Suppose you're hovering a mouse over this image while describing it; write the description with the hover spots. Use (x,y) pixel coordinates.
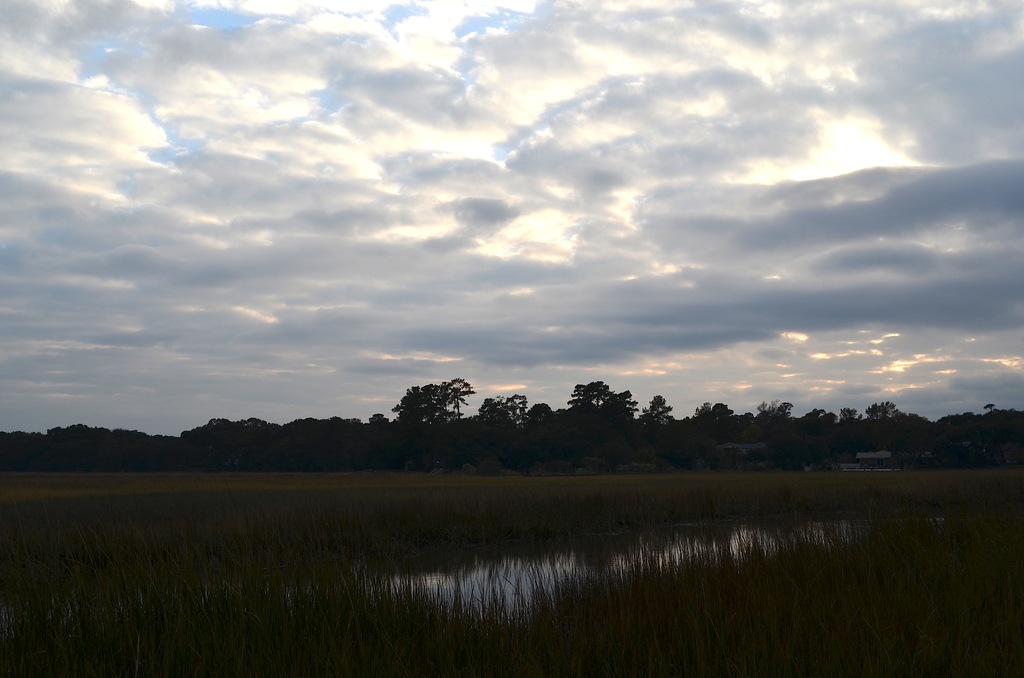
In this image we can see many trees (510,428) and plants (540,512). There is a water (622,562) in the image. There are few houses (741,459) in the image. There is a cloudy sky (630,222) in the image.
